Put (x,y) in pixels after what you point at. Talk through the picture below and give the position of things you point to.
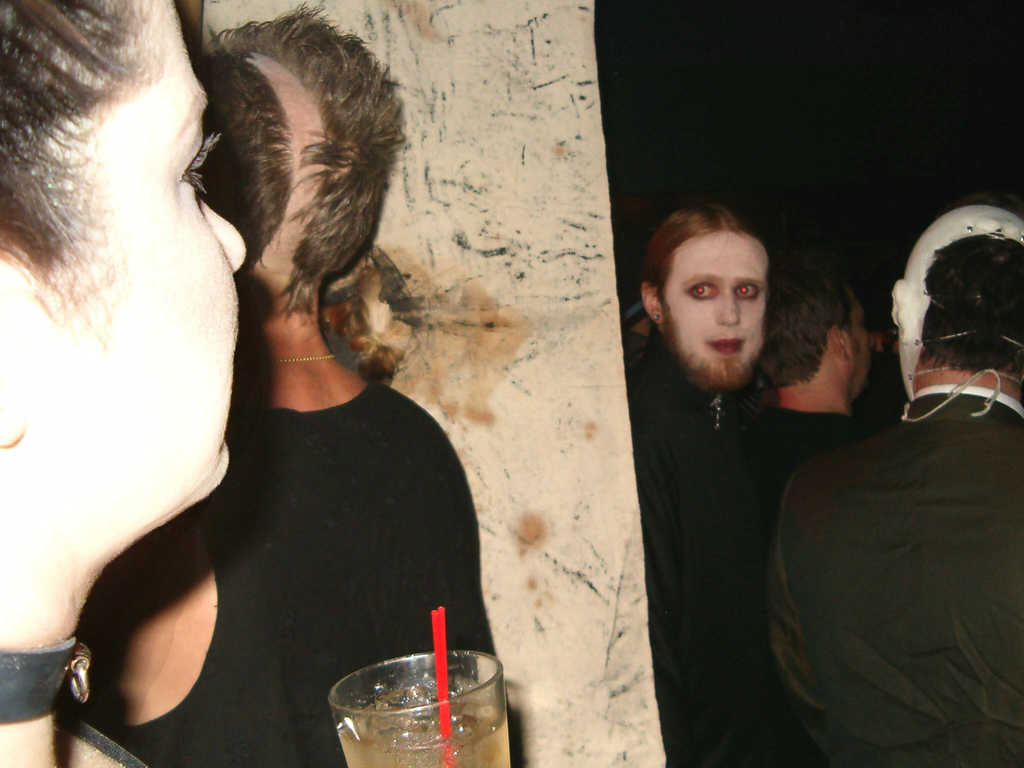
This is the picture of a place where we have a person (147,481) holding the glass (466,696) in which there is a straw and in front of the person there are some other people (885,440).
